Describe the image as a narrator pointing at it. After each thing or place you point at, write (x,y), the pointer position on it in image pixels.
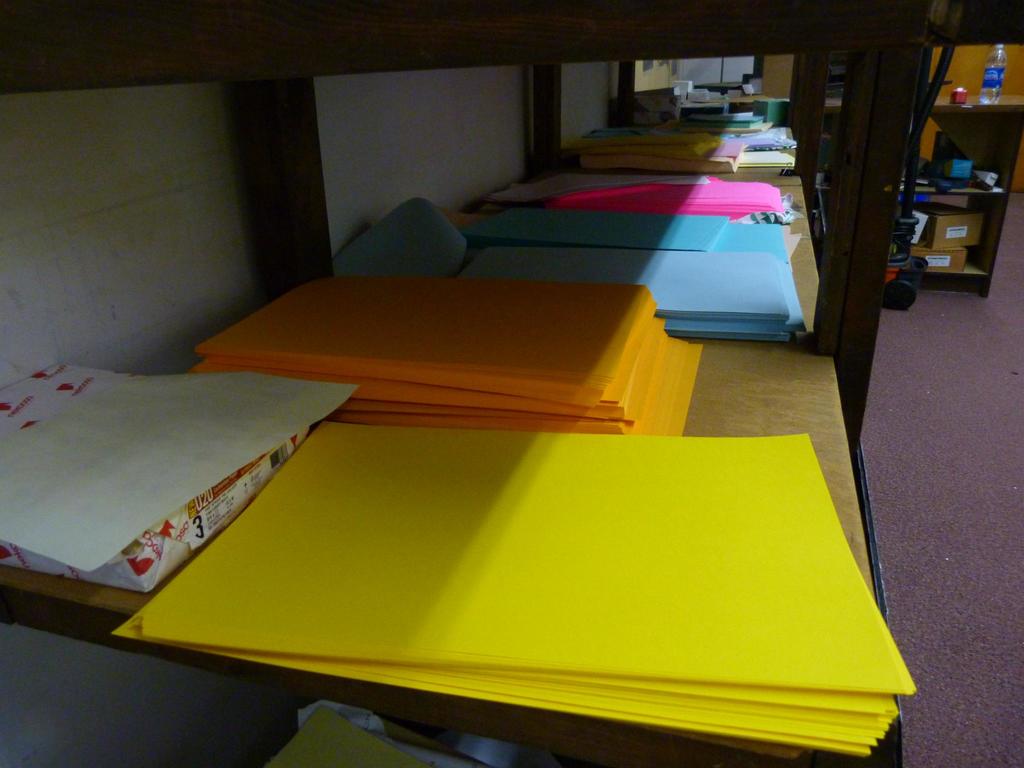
In this picture there are some color papers (630,261) kept in a shelf (708,422).
